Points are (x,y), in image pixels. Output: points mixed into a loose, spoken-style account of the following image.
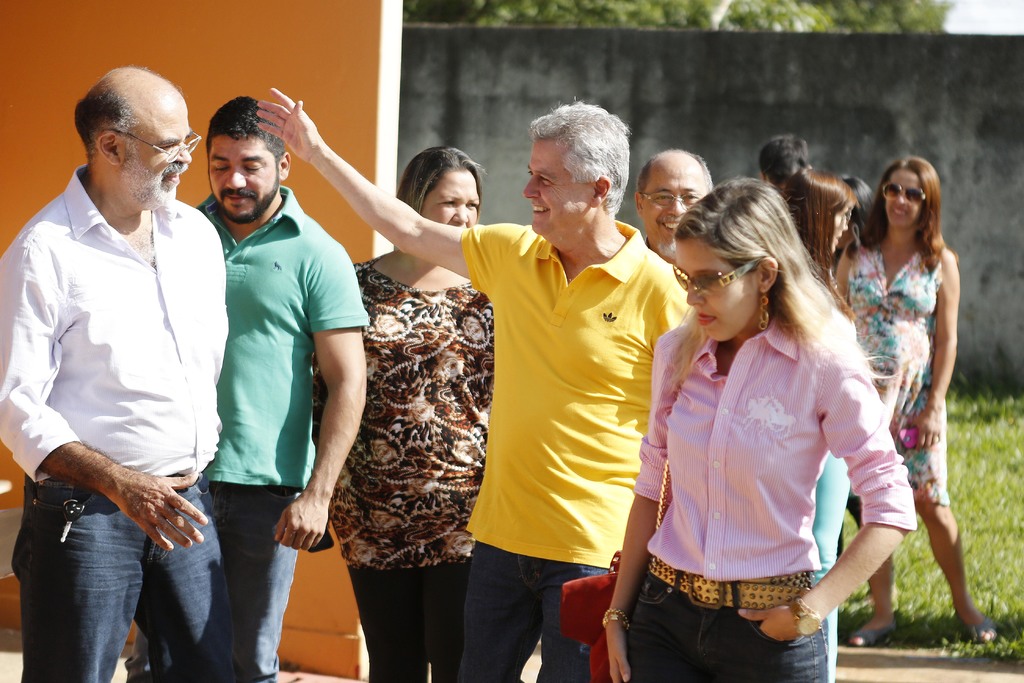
Here we can see few people (390,396) standing. In the background (340,101) we can see walls (929,111), grass (997,528), trees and sky (985,15).
